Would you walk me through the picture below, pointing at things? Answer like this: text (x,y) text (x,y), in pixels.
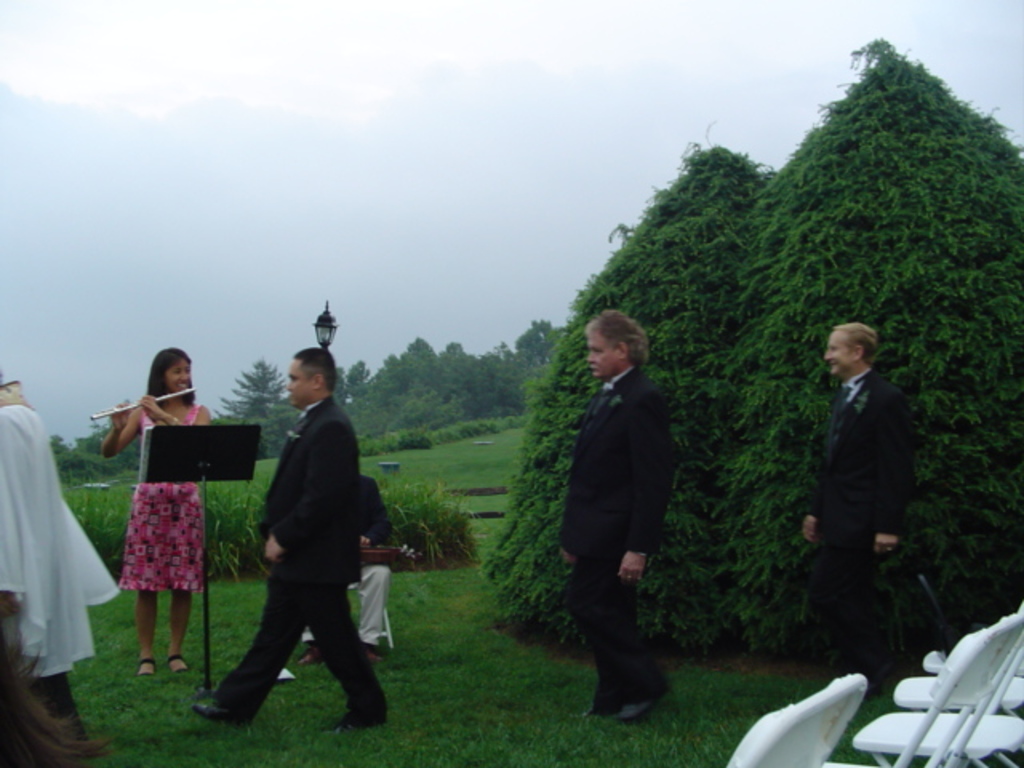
As we can see in the image there are few people (348,675), plants (731,586), trees (627,309) and chairs (940,694). There is grass (418,620), street lamp (320,341) and at the top (339,135) there is sky (673,138). The woman (171,392) standing on the left side (167,513) is wearing pink color dress (165,497) and playing musical instrument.
